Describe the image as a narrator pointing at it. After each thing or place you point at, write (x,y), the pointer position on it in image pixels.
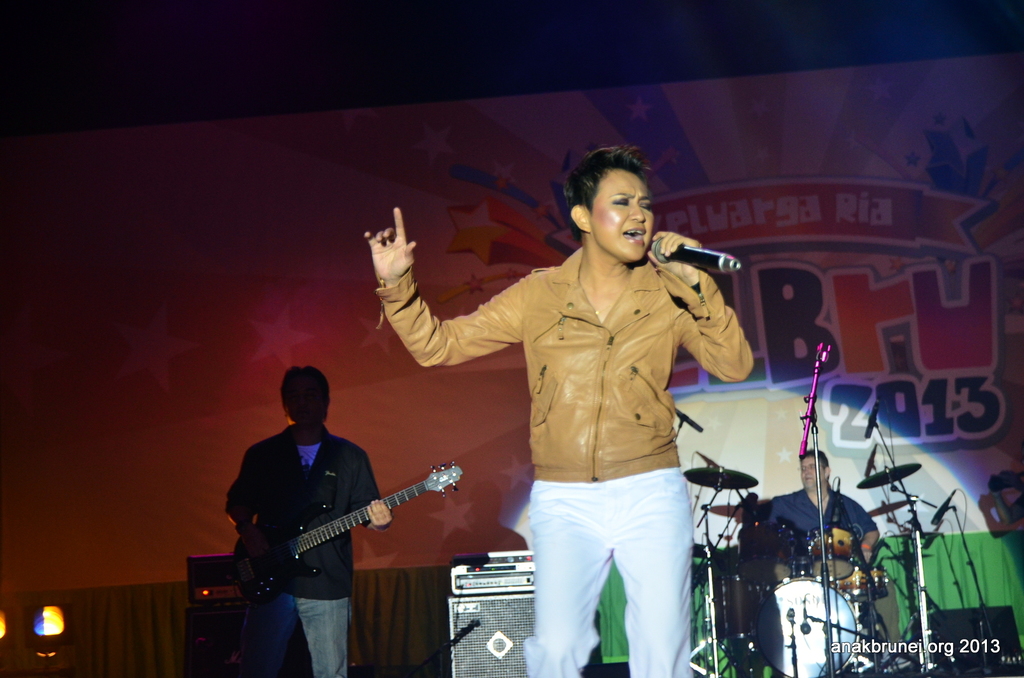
In this image there are three persons (675,492). In front (662,582) the person (680,575) is holding a mic (722,255) and two person (312,560) is playing a musical instruments (853,625).
